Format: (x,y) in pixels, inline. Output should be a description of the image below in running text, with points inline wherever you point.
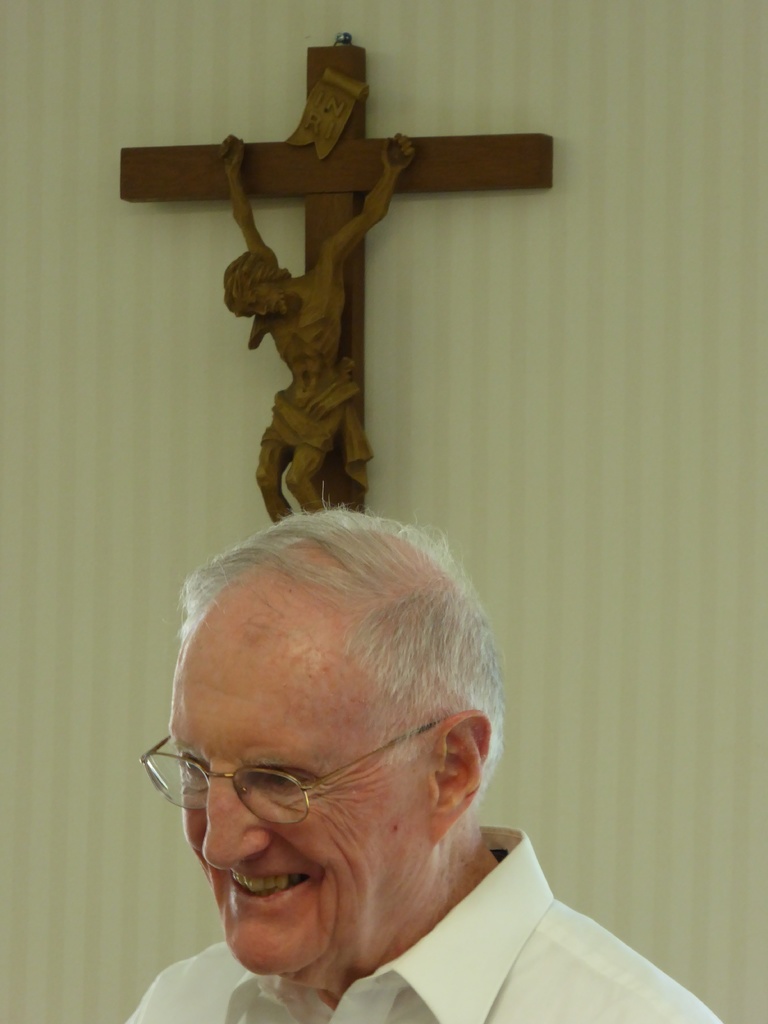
In this picture we can see a man (177,660) wore spectacles (173,796), smiling and in the background (239,257) we can see a cross (329,77) on the wall (100,204).
